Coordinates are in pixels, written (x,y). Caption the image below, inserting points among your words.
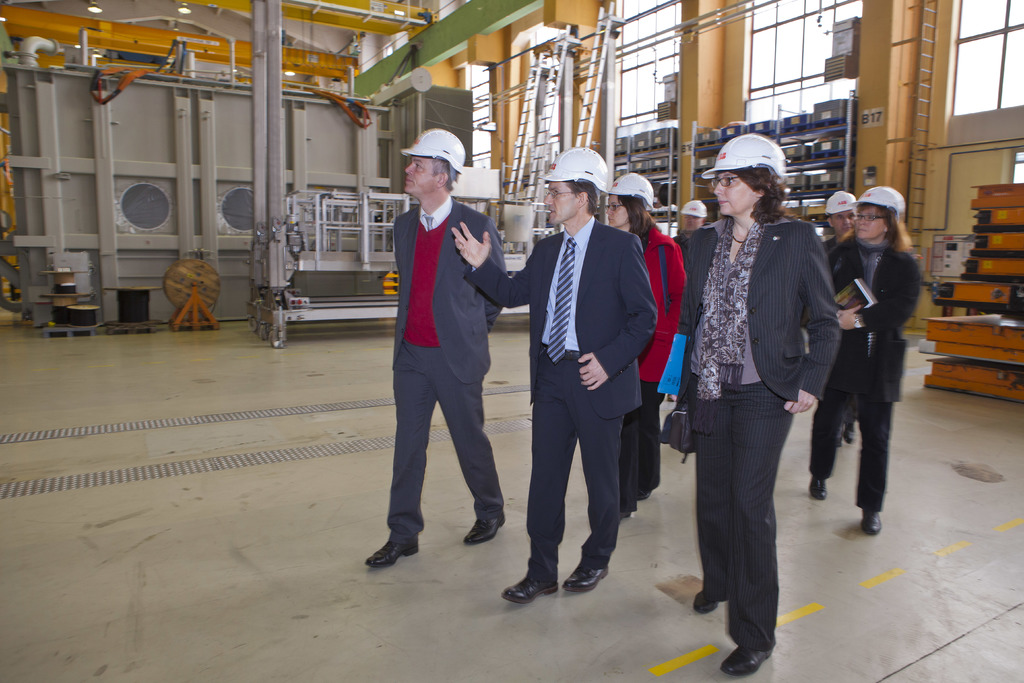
In this image I can see a group of people (616,404) are standing and wearing white color helmets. Some of them are wearing coats (468,359). In the background (98,160) I can see metal objects (345,187), ladders (592,62) and some other objects (194,295). I can also see windows (982,60) over here.
